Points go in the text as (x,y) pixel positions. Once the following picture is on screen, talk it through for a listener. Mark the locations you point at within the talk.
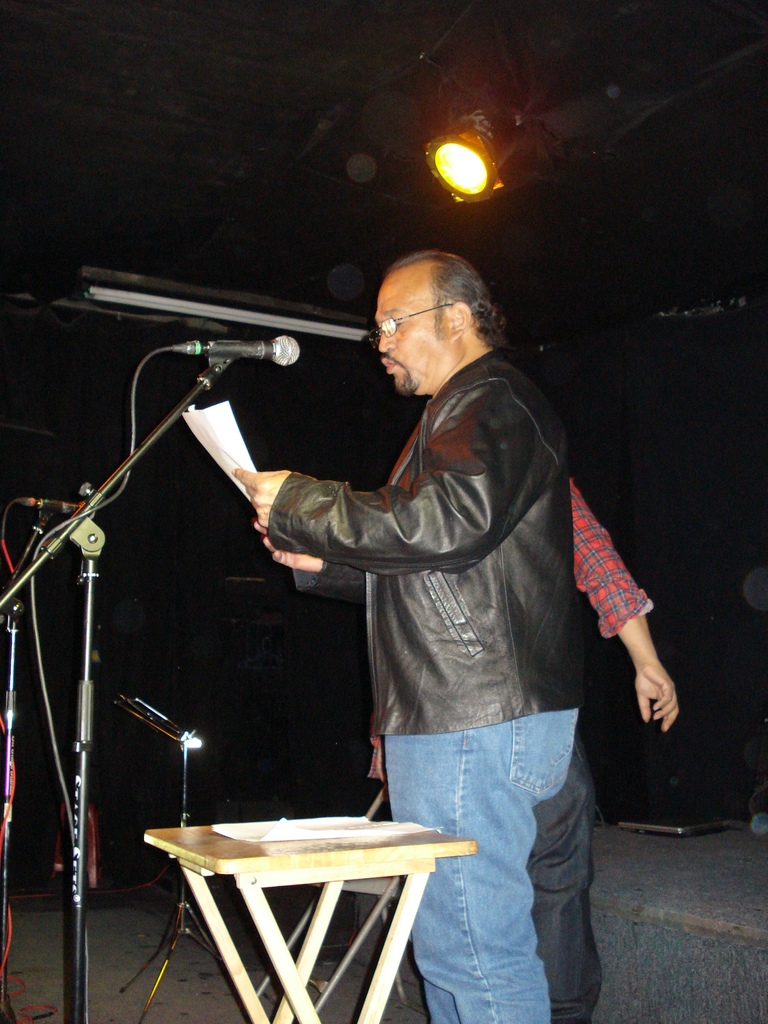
a person (404,605) is standing wearing a black jacket (443,514). behind him there is another person (609,570) standing. in the front (343,848) there is table (356,871) on which there are papers (339,830). there is a light (463,164) on the top (451,164).
